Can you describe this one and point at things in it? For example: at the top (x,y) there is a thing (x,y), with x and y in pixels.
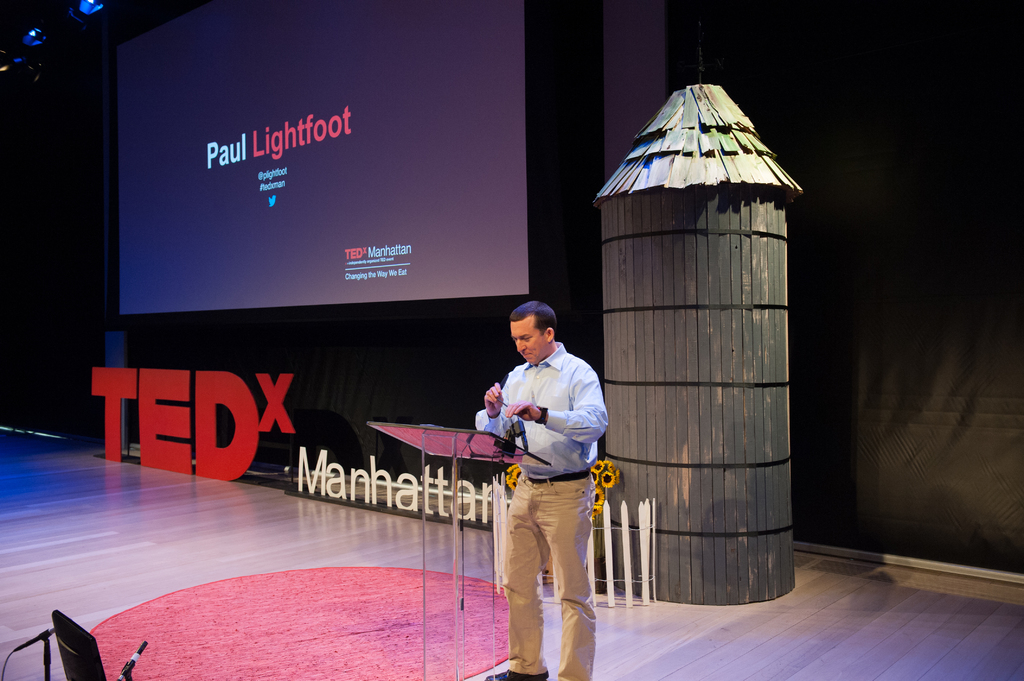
In this picture we can see a man (560,424) wearing a blue shirt (559,420) and standing on the stage (473,529). Behind we can see a projector screen (314,222) and on the bottom side (301,473) we can see "TEDx Manhattan" is written.
